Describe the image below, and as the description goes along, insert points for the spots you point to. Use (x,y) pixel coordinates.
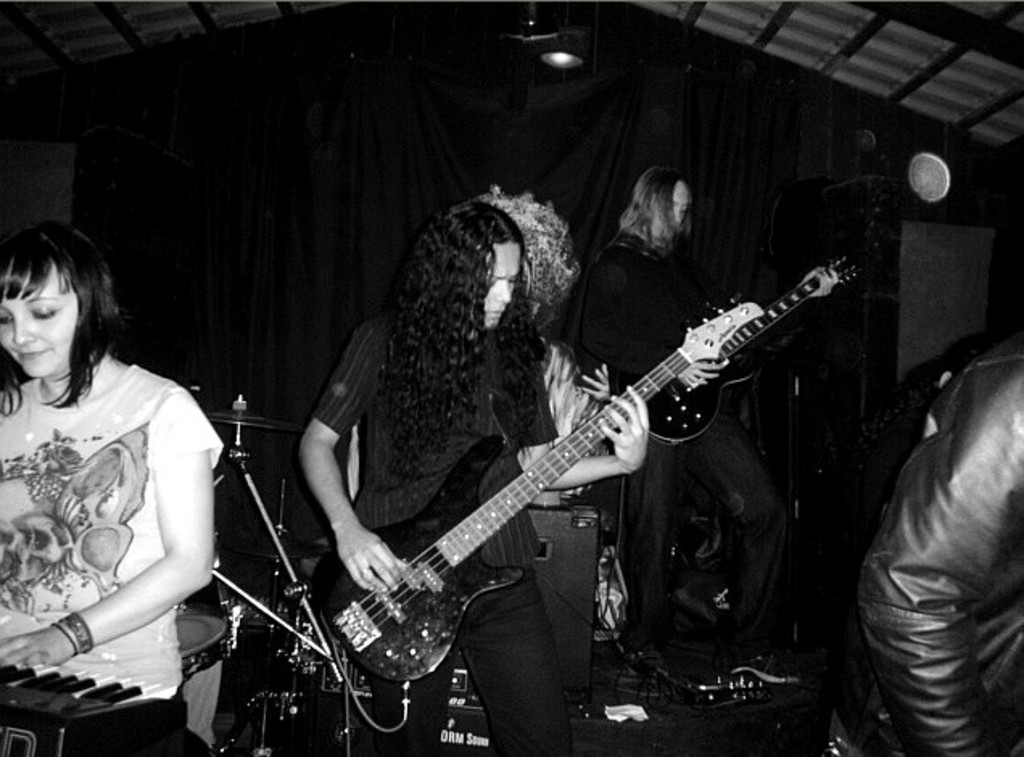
In the image few people (504,207) are playing some musical instruments (141,743). Behind them there is a curtain (511,110). Top of the image (555,73) there is a wall (173,60) and roof (976,13).
